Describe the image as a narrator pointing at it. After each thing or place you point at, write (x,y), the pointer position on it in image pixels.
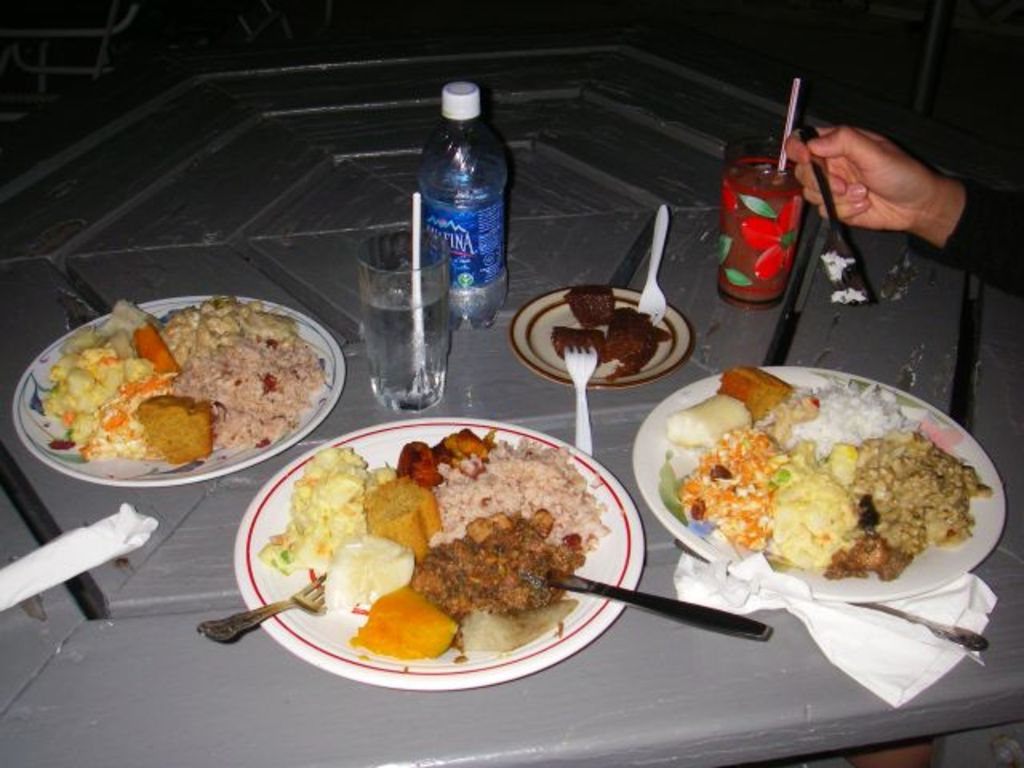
In this image, There is a table (617,690) which is in ash color and on that table (760,676) there are some plates (998,506) which contains some foods items (300,551) and there is glass (427,295) on the table (833,341) and there is a person (910,223) who is holding a fork (830,222).
